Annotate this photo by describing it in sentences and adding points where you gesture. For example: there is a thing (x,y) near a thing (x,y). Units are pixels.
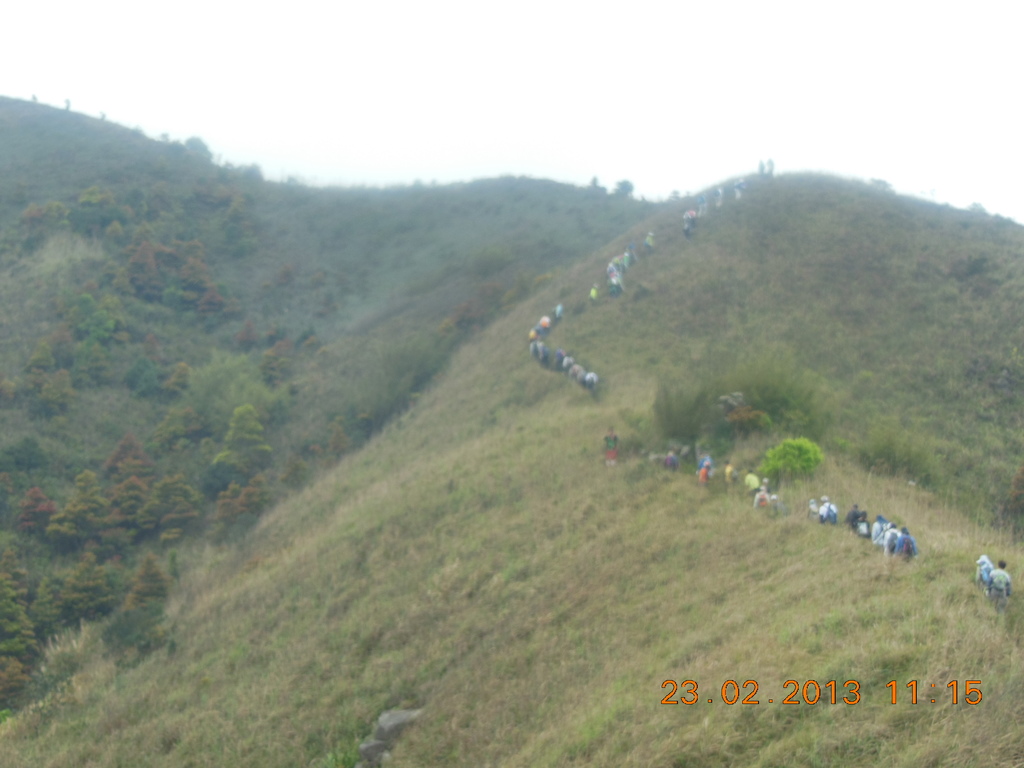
In this image we can see there are trees (785,411), plants (713,402), grass (714,572) and few people (857,505) are walking on the mountain (738,542). In the background (544,78) there is a sky (670,75).
